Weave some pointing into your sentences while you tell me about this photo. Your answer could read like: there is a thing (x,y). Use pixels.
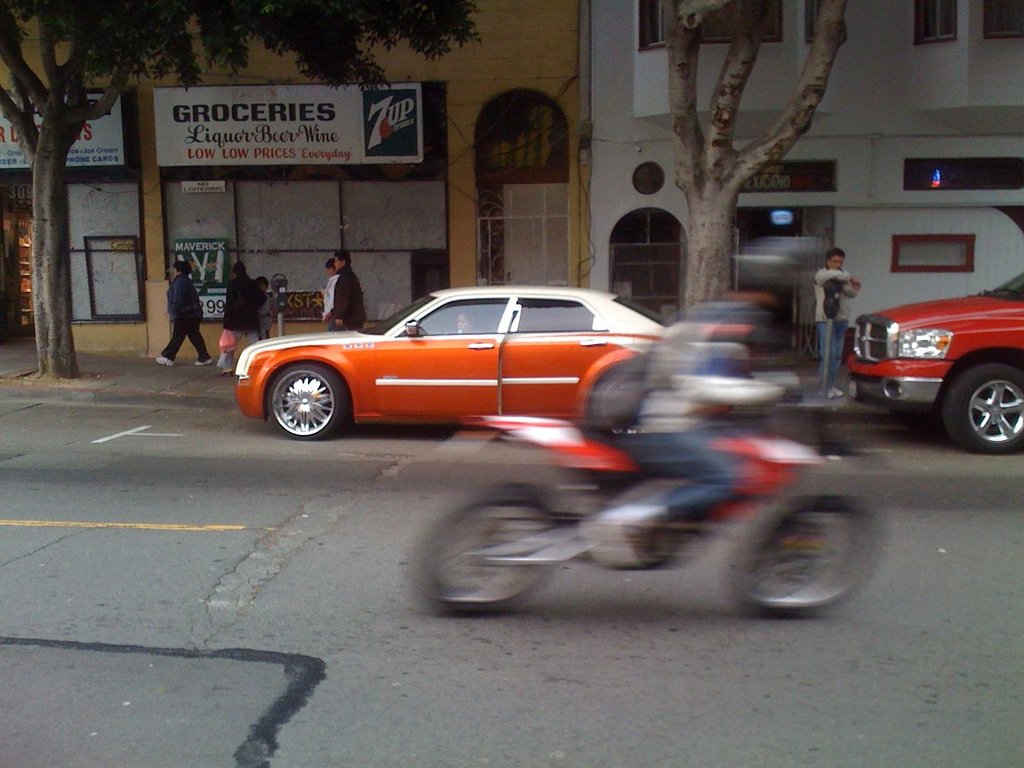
In this image in the center (614,361) there are some vehicles (497,402) on the road (899,601), and in the background (280,208) there are some buildings (526,151) and some persons (231,303) are walking on footpath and one person (821,300) is standing and also there are some trees (96,58) and boards (391,149).
